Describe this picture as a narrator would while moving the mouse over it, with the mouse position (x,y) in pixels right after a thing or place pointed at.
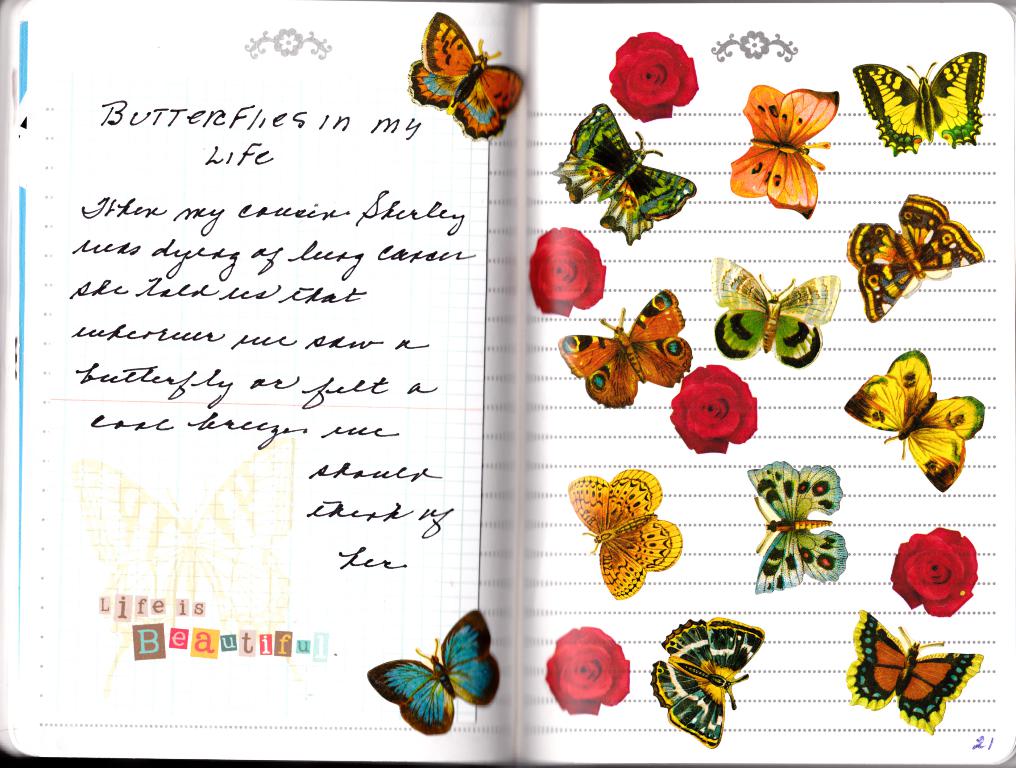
In this picture we can see a book (212,219) and on this book (798,338) we can see some text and stickers (663,67) of butterflies (486,88) and flowers (652,80).
